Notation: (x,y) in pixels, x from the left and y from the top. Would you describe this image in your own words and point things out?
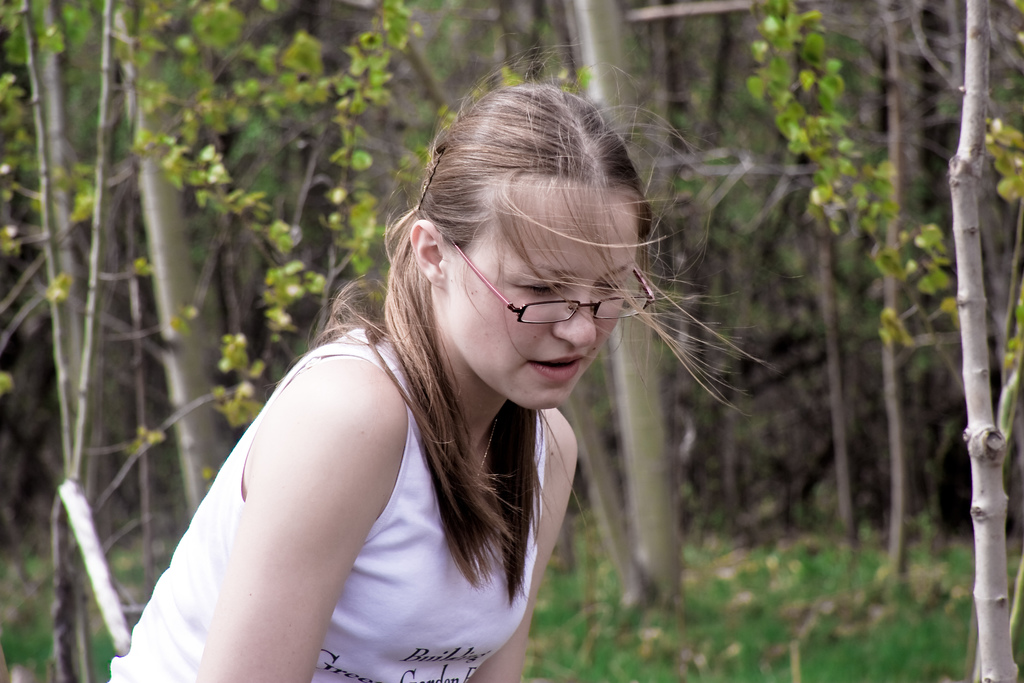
In this image, I can see a woman (423,484) with spectacles (537,309). In the background (408,127), there are trees (623,329).
